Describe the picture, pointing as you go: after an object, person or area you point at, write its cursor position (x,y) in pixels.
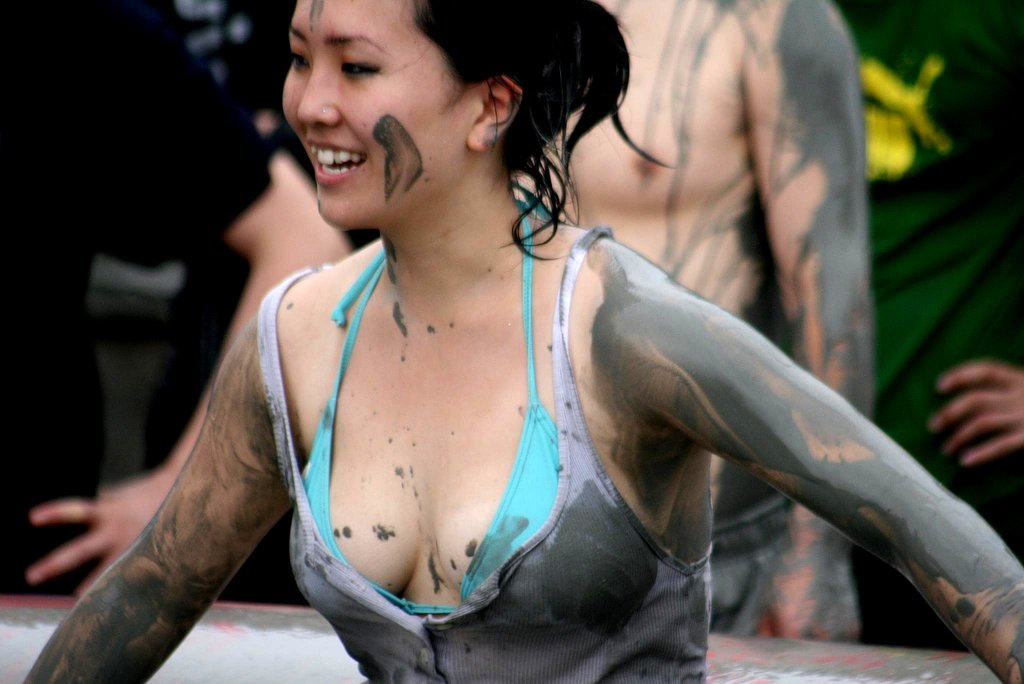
In this image we can see a woman (397,303) and in the background (176,109) there are few persons (827,60) and an object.
